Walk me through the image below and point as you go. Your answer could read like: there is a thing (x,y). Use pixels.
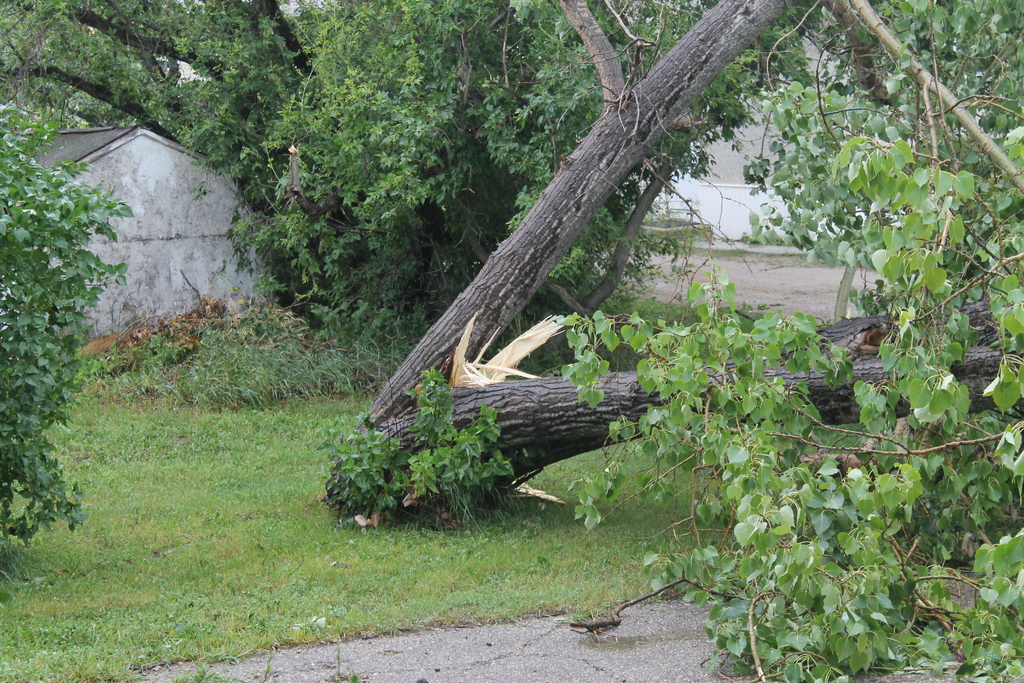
In this image we can see grass (349,570), trees (926,254) and plants (78,262).
